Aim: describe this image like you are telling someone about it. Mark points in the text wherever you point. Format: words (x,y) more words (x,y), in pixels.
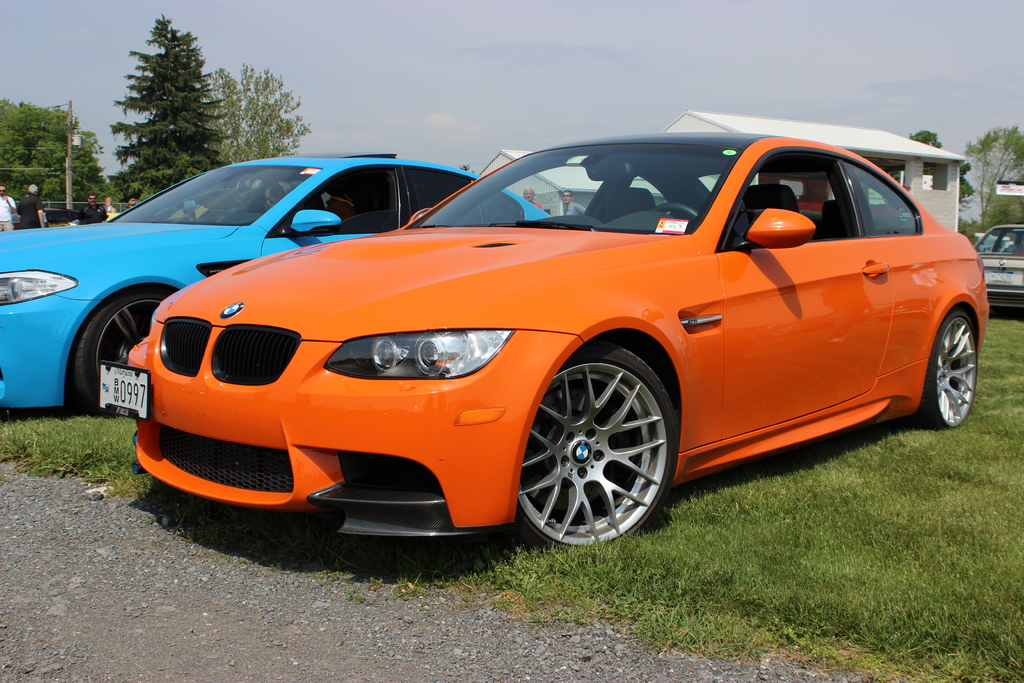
In this image I can see colorful cars (881,232) visible on grass (755,559) in the foreground (719,559) and I can see two persons (524,197) visible back side of cars (131,219) and I can see there are group of persons (90,208) visible on left side (25,222), at the top (382,82) I can see the sky (787,79) and in the middle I can see trees (46,152), poles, tent house (899,136) and vehicle (1011,242) visible.
